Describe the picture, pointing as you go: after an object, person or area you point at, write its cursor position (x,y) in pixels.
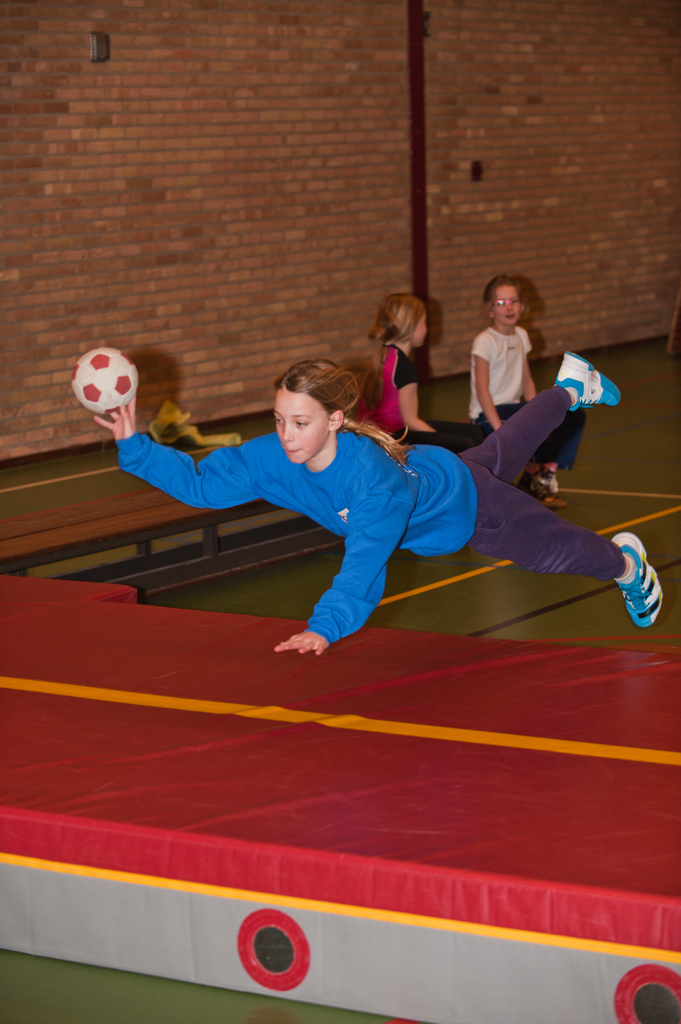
In this image a girl (514,560) wearing a blue T-shirt (368,533) is jumping in air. A ball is in air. Two kids (433,430) are sitting on the bench (97,523). Behind them there is a brick wall (233,203). Bottom of the image (241,807) there is a bed (239,867).
